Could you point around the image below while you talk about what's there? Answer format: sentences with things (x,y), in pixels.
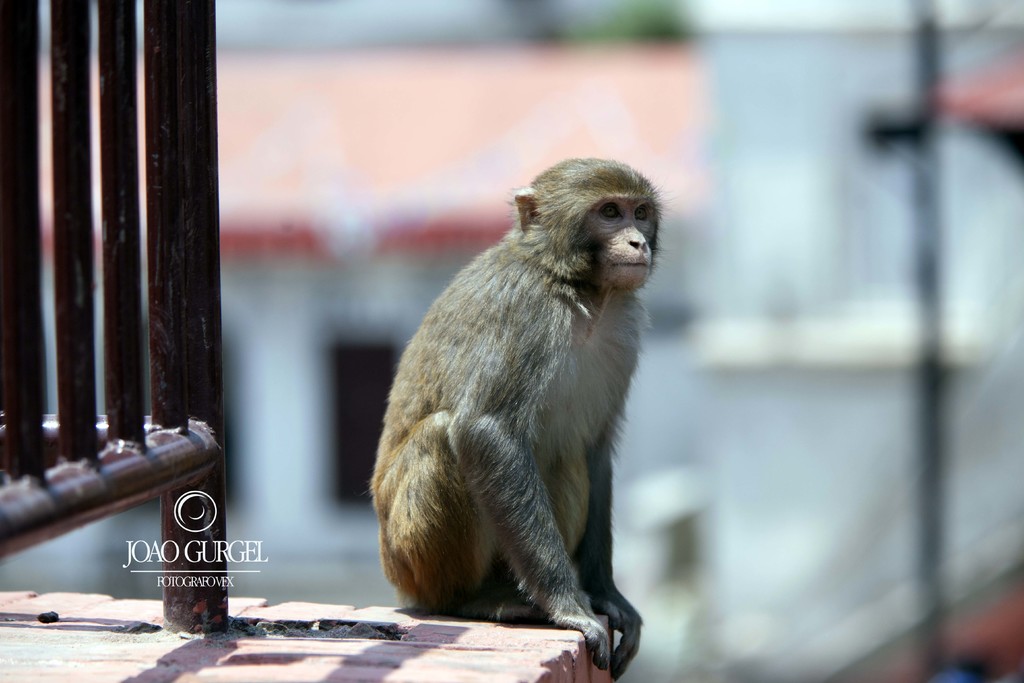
In this image we can see a monkey (466,613) which is on surface (429,662), on left side of the image (167,31) there is fencing (219,301) and in the background (414,107) image is blur.
